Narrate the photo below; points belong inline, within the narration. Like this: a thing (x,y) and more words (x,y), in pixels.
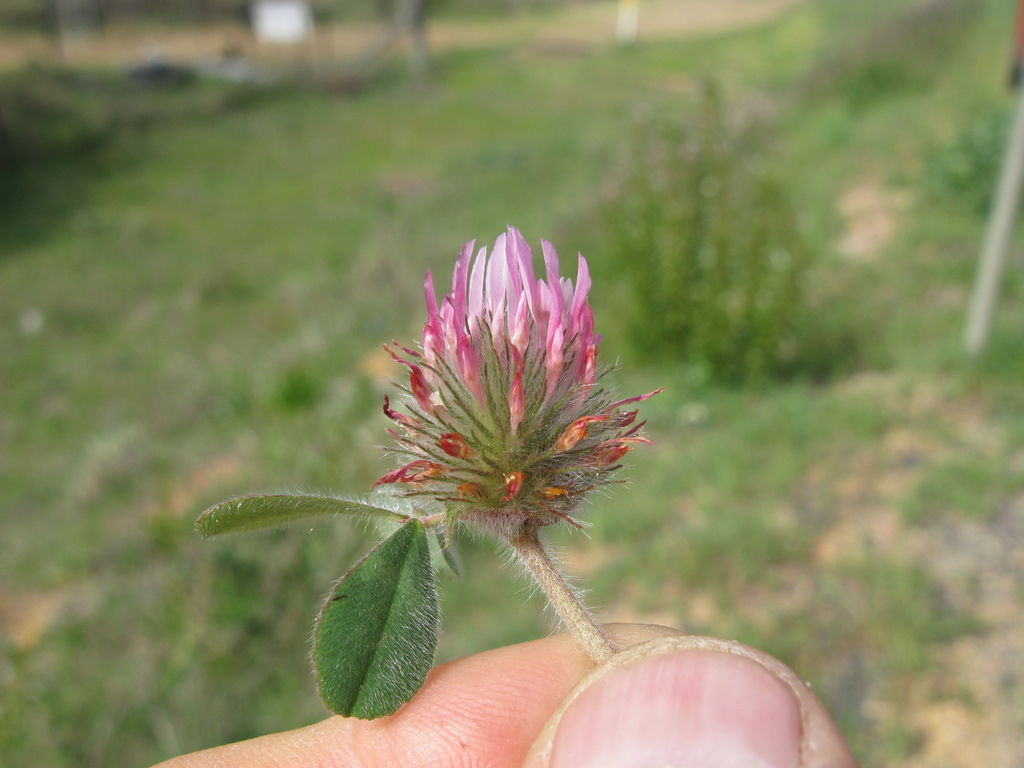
In this image, we can see a person's hand (546,645) holding a flower (463,466). We can see the ground (195,338) with some grass (674,54), plants (769,207) and objects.
